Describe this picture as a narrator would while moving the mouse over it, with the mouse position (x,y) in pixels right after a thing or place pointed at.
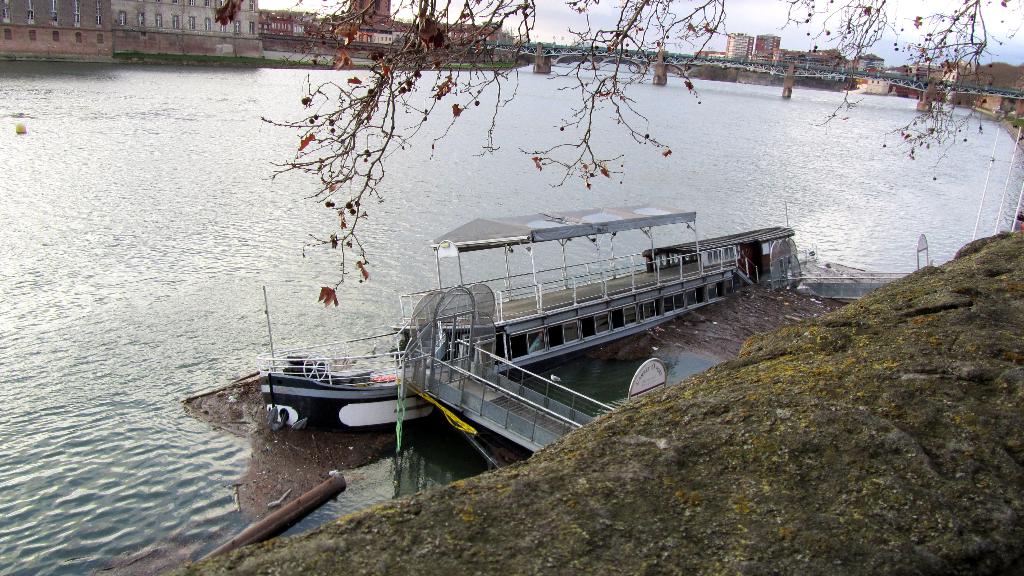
In the center of the image (519,303) there is boat (576,329). At the top left corner (218,38) we can see buildings (367,31) are present. At the top right corner (968,97) a bridge (923,90) is there. At the top of the image (741,13) sky (736,10) is present. At the bottom of the image (906,462) rock (997,333) is present. In the middle of the image (436,235) water (132,380) is there.
